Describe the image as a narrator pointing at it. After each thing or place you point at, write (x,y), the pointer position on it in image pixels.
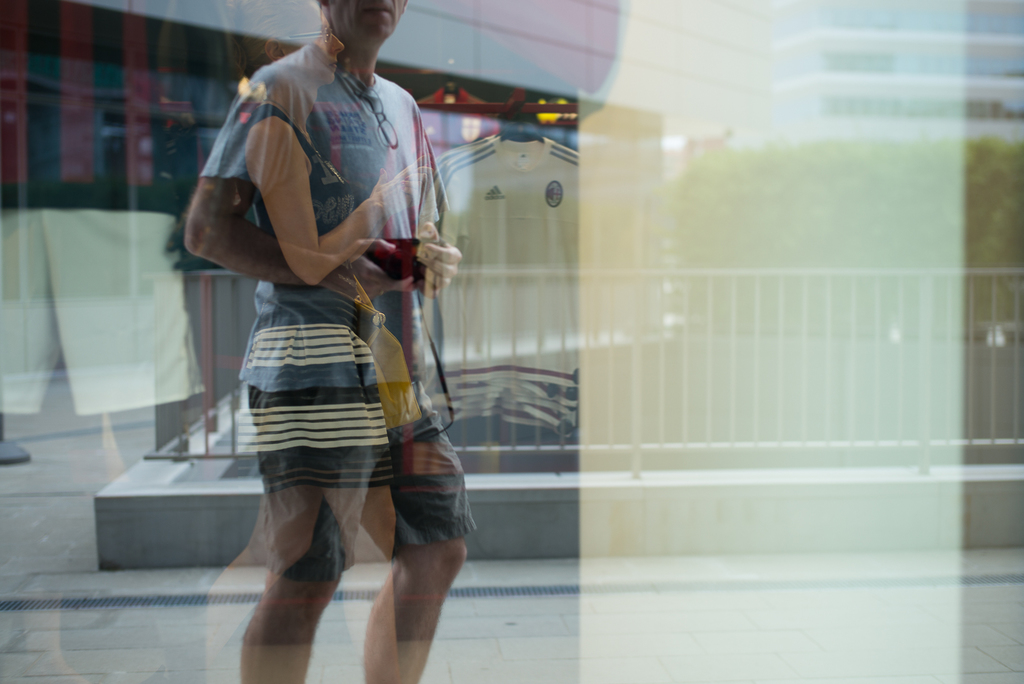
In this image we can see the glass (806,354) and through the glass (395,63) we can see the person (384,297) holding the camera (399,276). We can also see the fence (632,376), shrubs (762,199), shirts (493,198) and also the buildings (787,58). We can also see the floor (634,589).
